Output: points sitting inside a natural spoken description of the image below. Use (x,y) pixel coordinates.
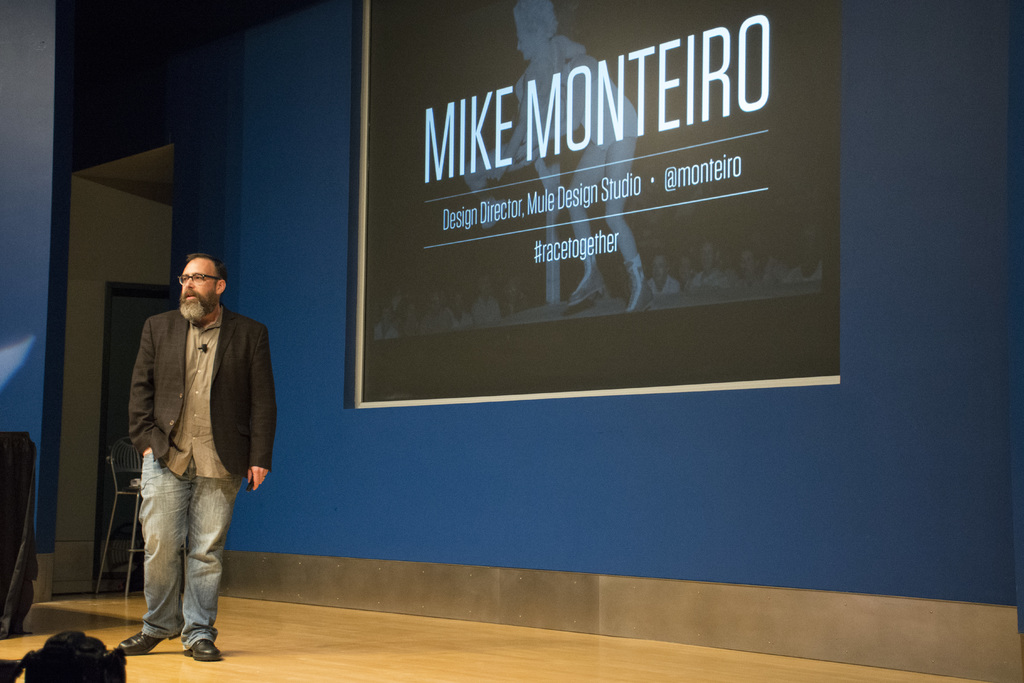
In this image we can see a person (170,356) wearing a black coat (164,419) and spectacle (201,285) is standing on the floor (234,641). In the background (120,486), we can see a chair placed in the ground (113,623) and a screen (648,293) on the wall (257,80).
